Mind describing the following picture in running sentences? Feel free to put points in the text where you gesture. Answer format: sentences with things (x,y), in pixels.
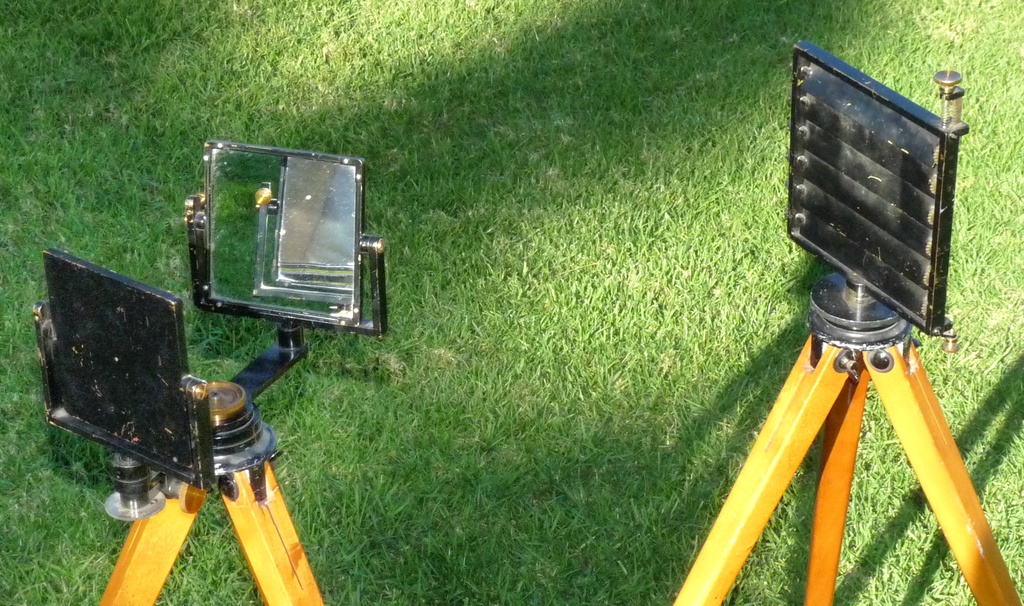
In this image we can see two stands (259,412) on the ground (438,409), also we can see the grass (670,23).
